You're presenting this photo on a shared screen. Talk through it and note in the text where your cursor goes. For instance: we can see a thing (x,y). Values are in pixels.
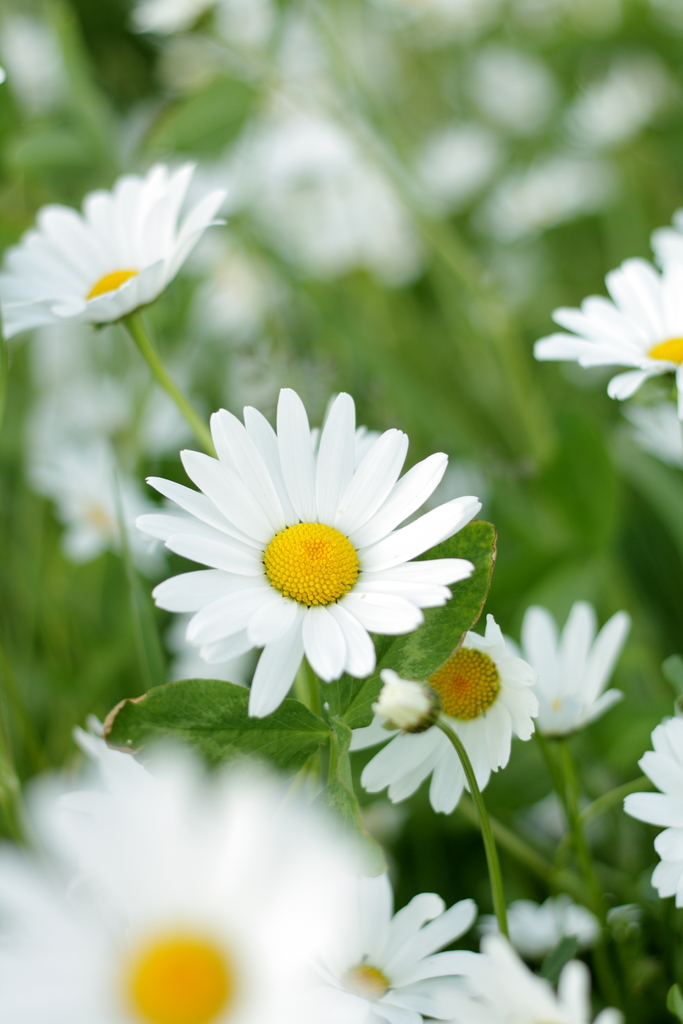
Here in this picture we can see flowers (282,435) present on plants (377,822).
